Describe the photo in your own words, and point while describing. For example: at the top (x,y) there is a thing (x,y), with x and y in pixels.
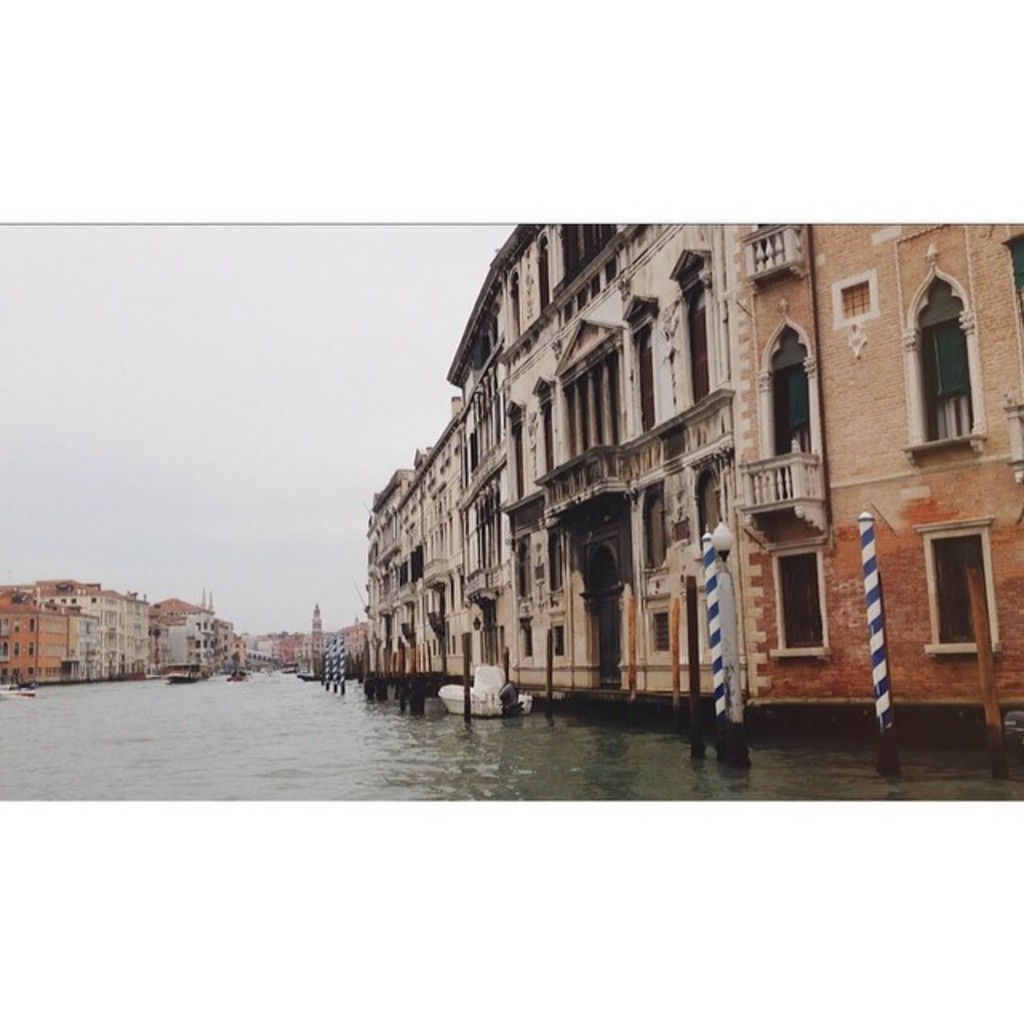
In this image we can see buildings (650,450), windows (769,382), poles (714,590), light poles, also we can see the sky (225,340), and the water (362,742).
